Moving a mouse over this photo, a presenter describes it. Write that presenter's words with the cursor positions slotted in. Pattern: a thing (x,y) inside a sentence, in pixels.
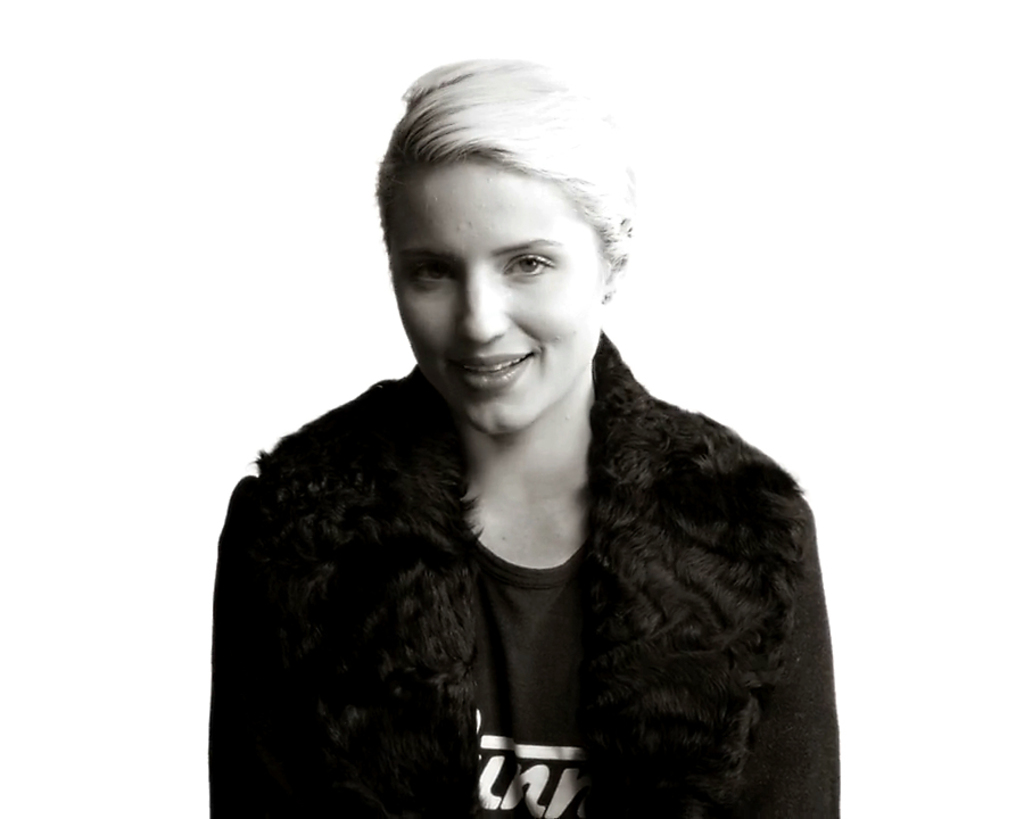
It is a black and white picture of a woman (539,515), she wore t-shirt (574,705), coat (635,600) and also smiling.
